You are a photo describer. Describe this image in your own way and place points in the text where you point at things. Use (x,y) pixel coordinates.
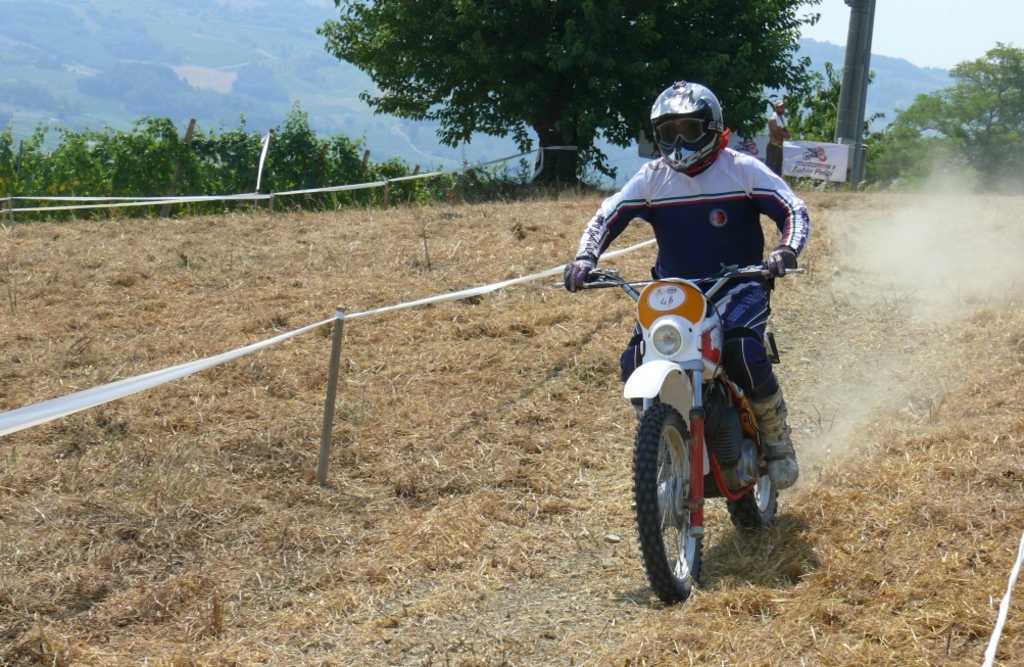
In the image we can see a person (665,257) wearing clothes (709,237), gloves (772,266), shoes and helmet (680,159). The person (661,213) is riding on the two wheeler (685,302). Behind the person (724,340) there is another person (771,124) standing wearing cap (777,108). Here we can see pole (850,121), plant (836,131), grass (356,269) and the sky (941,54).
